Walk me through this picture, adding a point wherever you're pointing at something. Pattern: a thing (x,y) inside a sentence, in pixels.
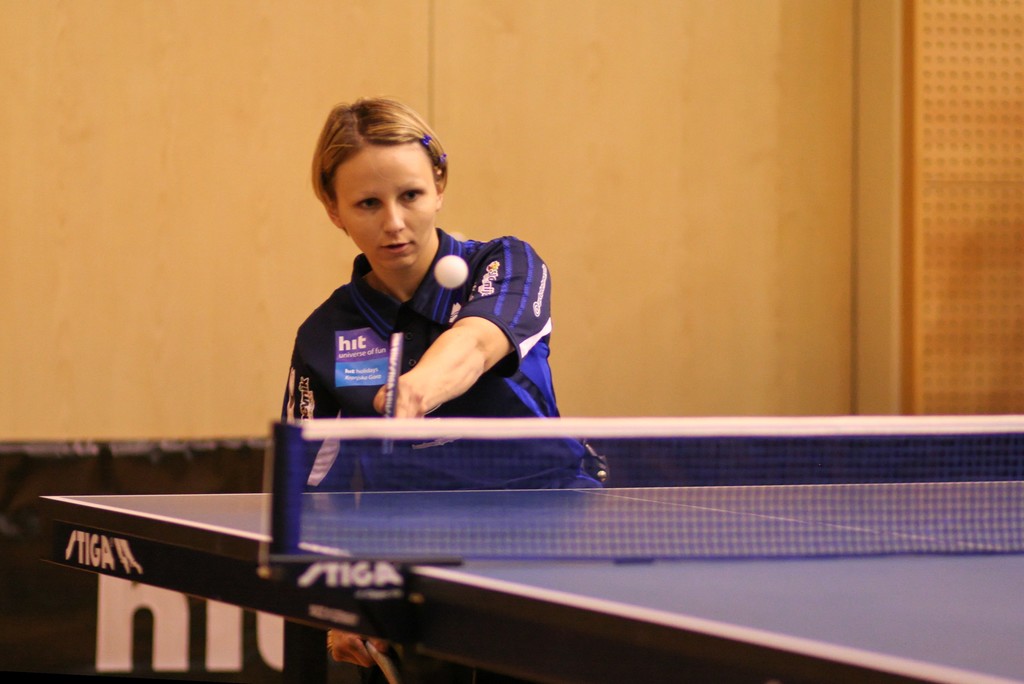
In this picture I can see a table tennis table (466,521) in front (857,592) and behind it I can see a woman (340,336) holding a bat (388,364) and I can see a ball (450,266) in air. In the background (2,245) I can see the cream color wall (699,277) and I see something is written on the left side of the table (163,572).
